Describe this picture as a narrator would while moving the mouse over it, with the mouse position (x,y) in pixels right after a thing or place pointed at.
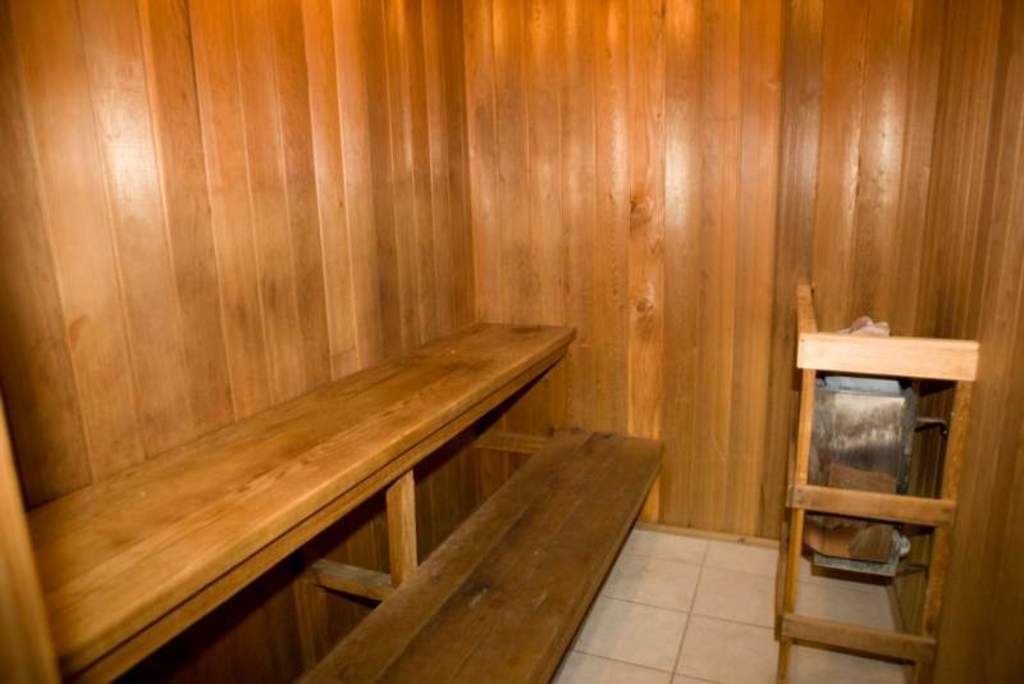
This image looks like a room (169,543) which is made up of wood (615,163). The walls (332,255) and a bench (52,578) along with a heater guard (861,502) are made up of wood (538,520). At the bottom (681,613), there is a floor (656,617) with white tiles (592,641).
